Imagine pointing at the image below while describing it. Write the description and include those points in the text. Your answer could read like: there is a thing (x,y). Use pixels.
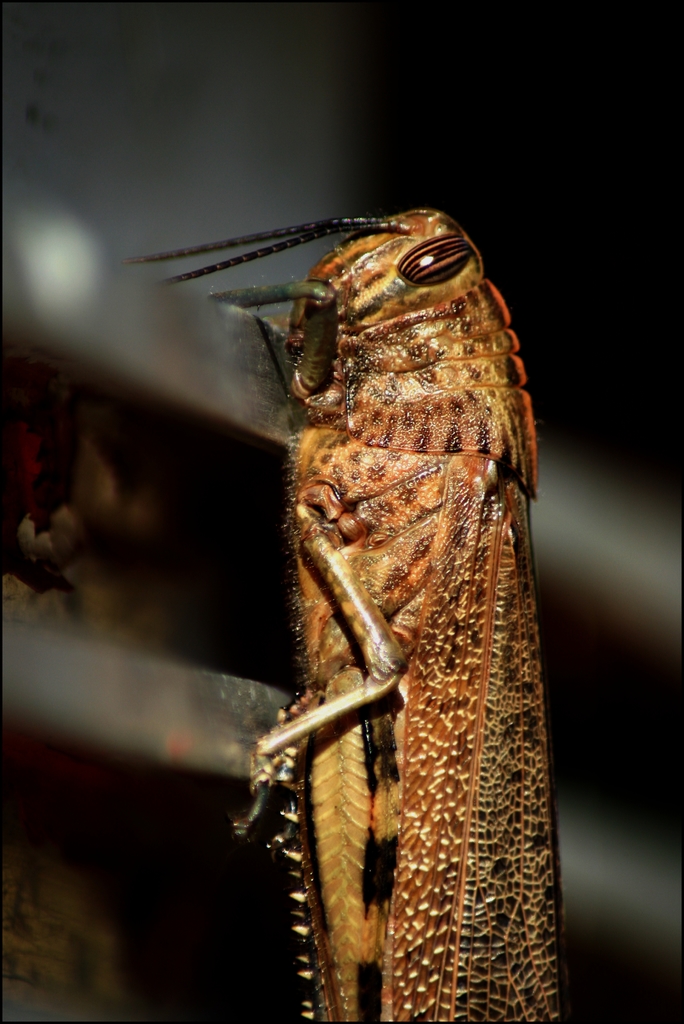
In this image we can a insect (416,586) which is the brown color.
